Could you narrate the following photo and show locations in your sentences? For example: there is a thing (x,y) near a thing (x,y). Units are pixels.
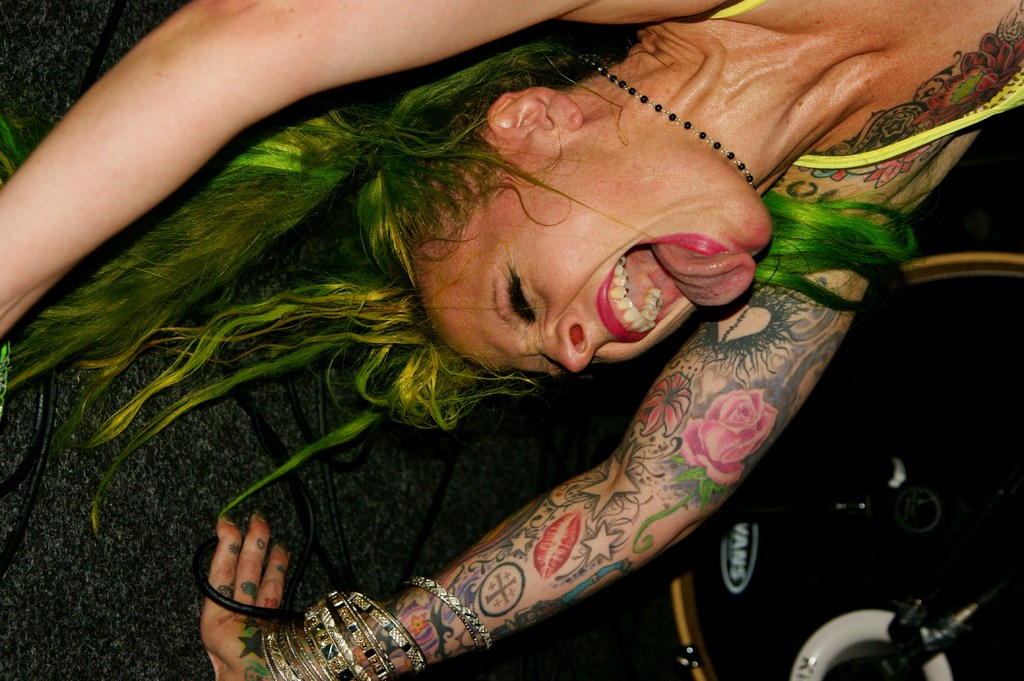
In this image I can see a woman (592,273) shouting. I can see the tattoos (632,460) on her hand (634,467). On the left side (326,476) there are few cables (310,531). On the right side (849,472) there is an object (954,364) which is looking like a drum (936,540) and also there is a metal object (906,619).
